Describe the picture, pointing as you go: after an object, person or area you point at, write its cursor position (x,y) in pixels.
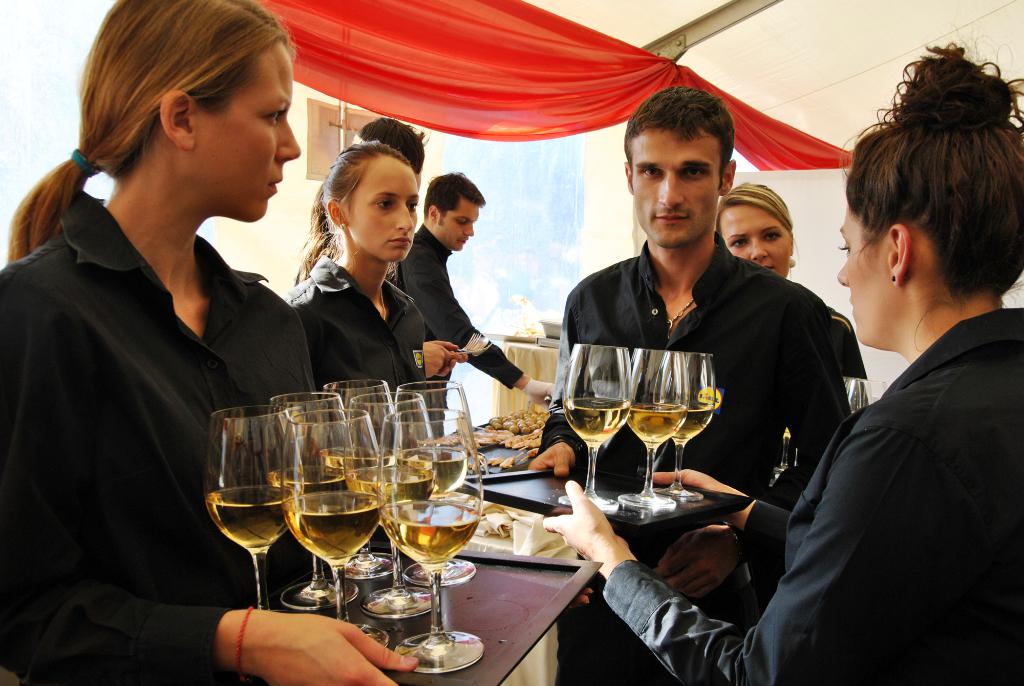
Two ladies (39,344) are holding trays (580,478) with glasses (590,423). In the background (671,260) there are many persons (353,271) standing. On the ceiling (485,83) there is a red cloth (625,120). There are some food items (522,431) in the background (518,431).
